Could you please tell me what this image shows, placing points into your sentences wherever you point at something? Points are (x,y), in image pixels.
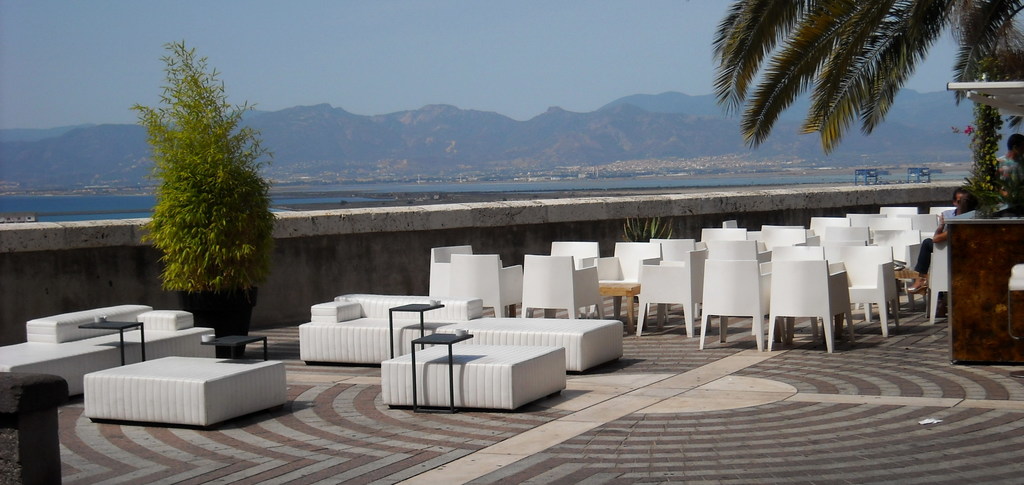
Completely an outdoor picture. Far there are mountains (622,114). This is water (115,202). We can able to see number of chairs (520,301) and tables (450,342). These are plants (184,232). These persons (1019,142) are sitting on chair (935,252).
